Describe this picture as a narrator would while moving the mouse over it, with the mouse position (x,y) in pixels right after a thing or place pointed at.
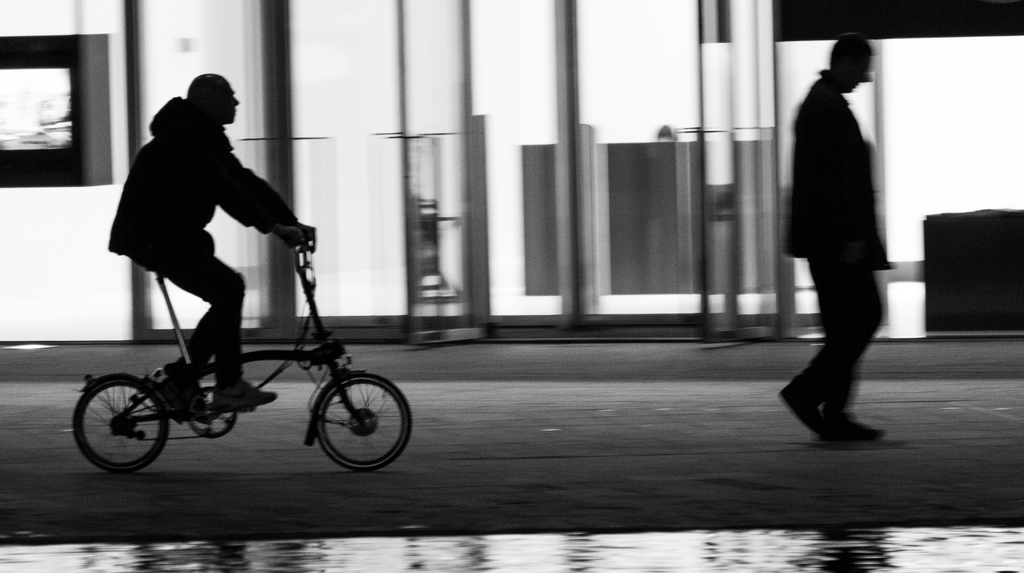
In this image there is a person (196,325) riding a bicycle (275,354), another person (851,61) walking in the road (646,505), and back ground (881,53) there is a building (404,284).
